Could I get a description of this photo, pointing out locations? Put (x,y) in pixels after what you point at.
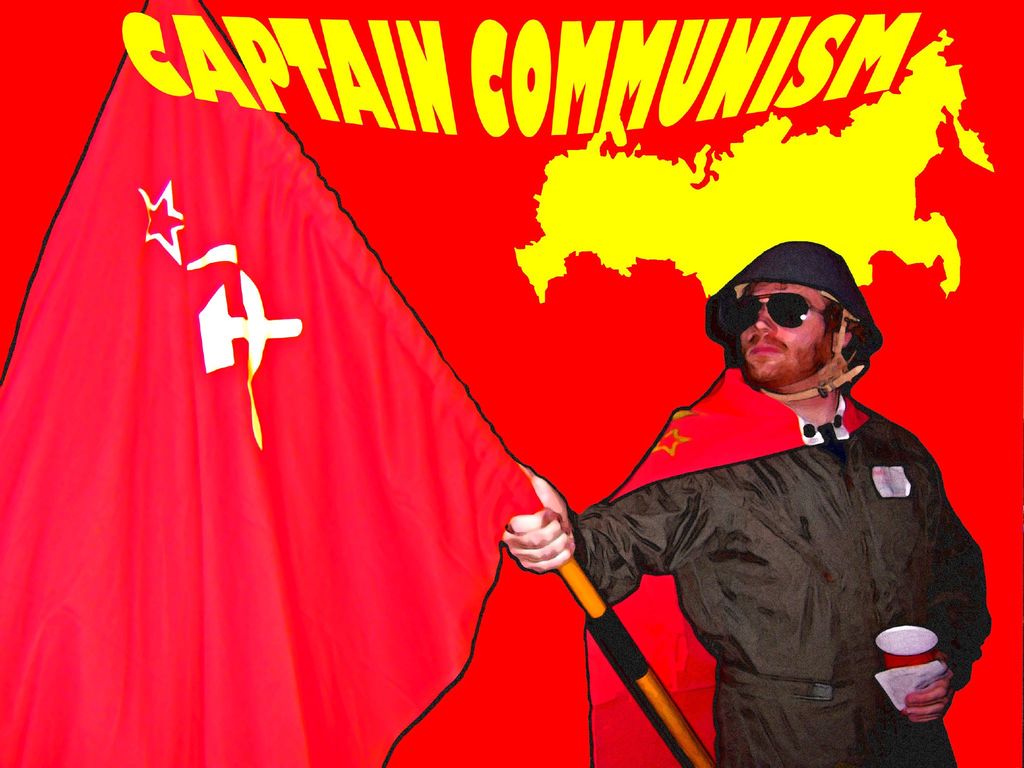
In this picture we can observe red color cloth (391,420) on which there are yellow color words (347,75) and a man (800,653). We can observe a person (762,298) holding a flag (507,506) in his hand (528,528). He is wearing spectacles (775,304) and a helmet (731,292).
